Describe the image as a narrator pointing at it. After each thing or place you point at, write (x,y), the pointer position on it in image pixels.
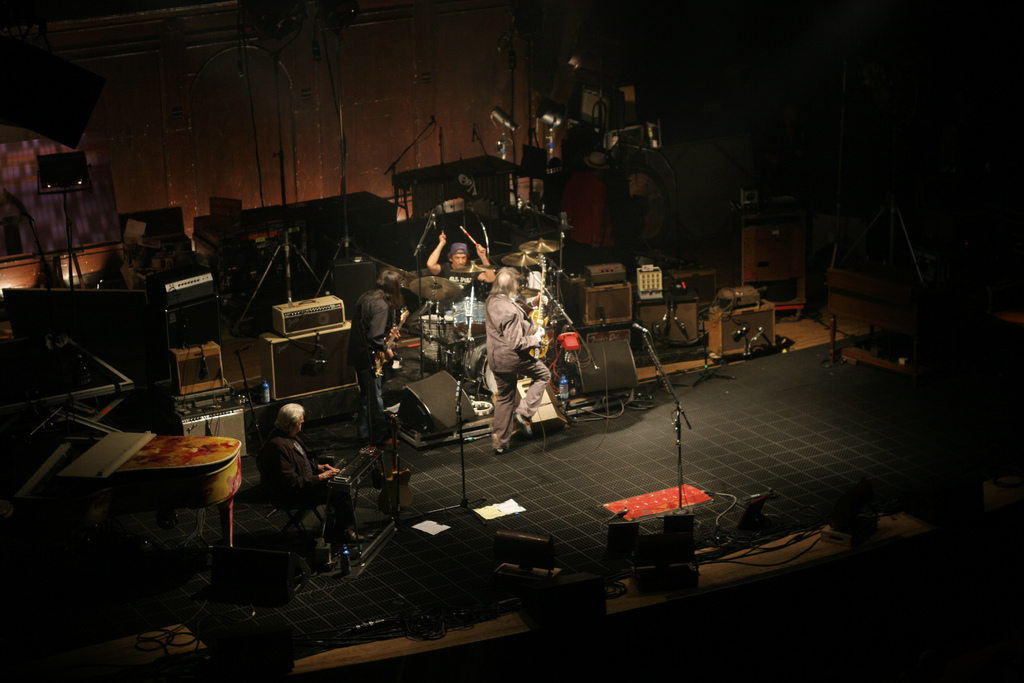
This is the man (280,476) sitting on the chair (301,513) and playing the piano (349,476). I can see two people (496,340) standing and playing the guitars (544,348). Here is another person (455,254) sitting and playing the drums (475,308). These are the mics (642,331) attached to the mike stands (680,458). I can see the electronic devices (340,325) and few other objects (326,376), which are placed on the floor (609,425). This looks like another piano (165,472). These look like the stands (290,245). I can see the water bottles (560,389) and papers (481,509) on the floor (606,463).
